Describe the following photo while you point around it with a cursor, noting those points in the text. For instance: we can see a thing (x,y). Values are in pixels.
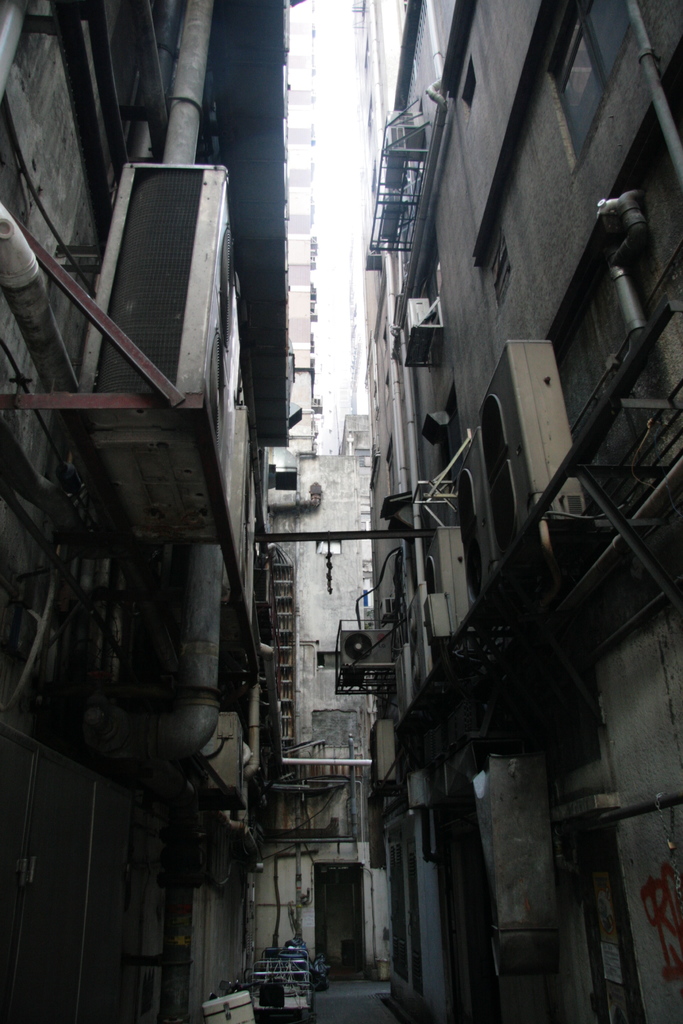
In the image there are buildings (429,514) on either side with a path (382,985) in the middle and above its sky (333,208).
